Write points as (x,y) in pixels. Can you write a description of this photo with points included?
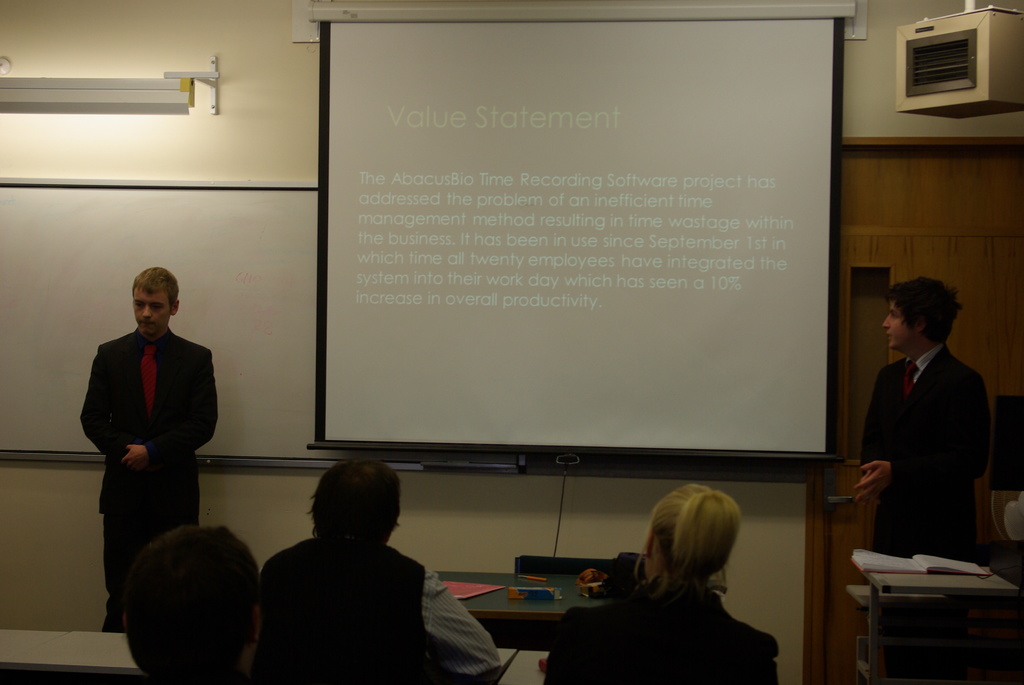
In this image there are group of persons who are sitting and standing at the middle of the image (590,283) there is a projector screen (545,245).
